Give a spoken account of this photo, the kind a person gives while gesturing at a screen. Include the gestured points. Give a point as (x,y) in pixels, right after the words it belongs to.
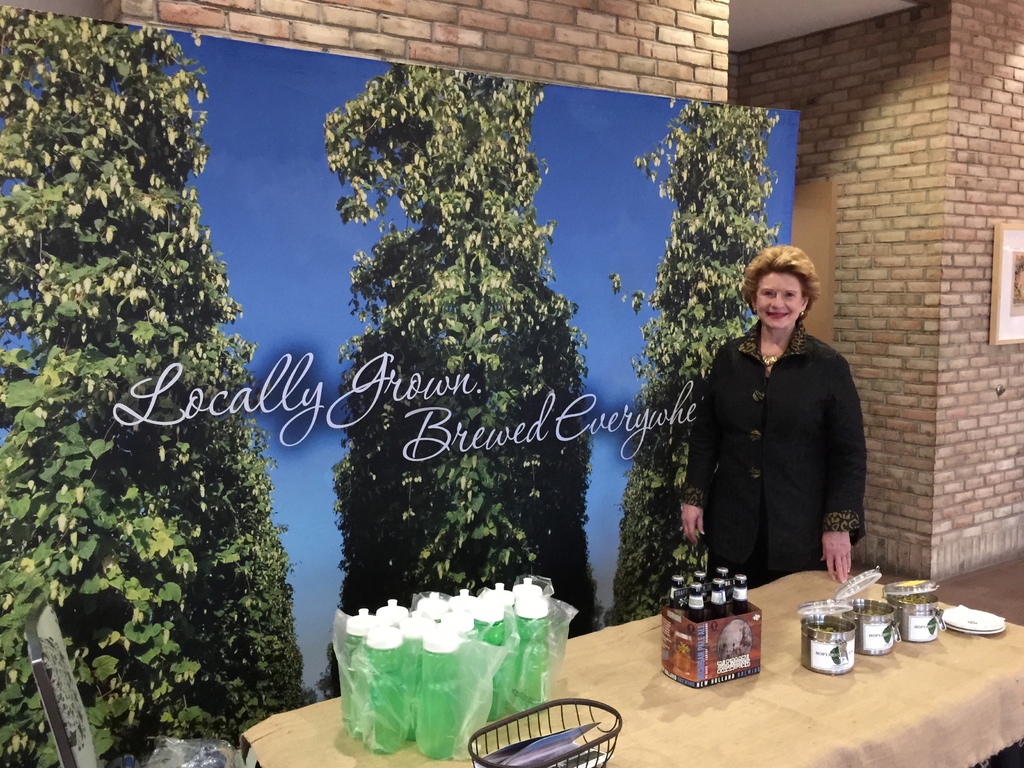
In this image there is one woman (772,347) standing, and at the bottom (799,625) there is a table (993,660). On the table (567,716) there are some bottles (394,659) and some bowls (837,645), and basket (528,725). In the basket (536,712) there are some cards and there is a board (426,436), on the board (516,436) there is text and depiction of trees (706,202) and in the background (831,156) there is wall (989,285) and a photo frame (1017,308).
